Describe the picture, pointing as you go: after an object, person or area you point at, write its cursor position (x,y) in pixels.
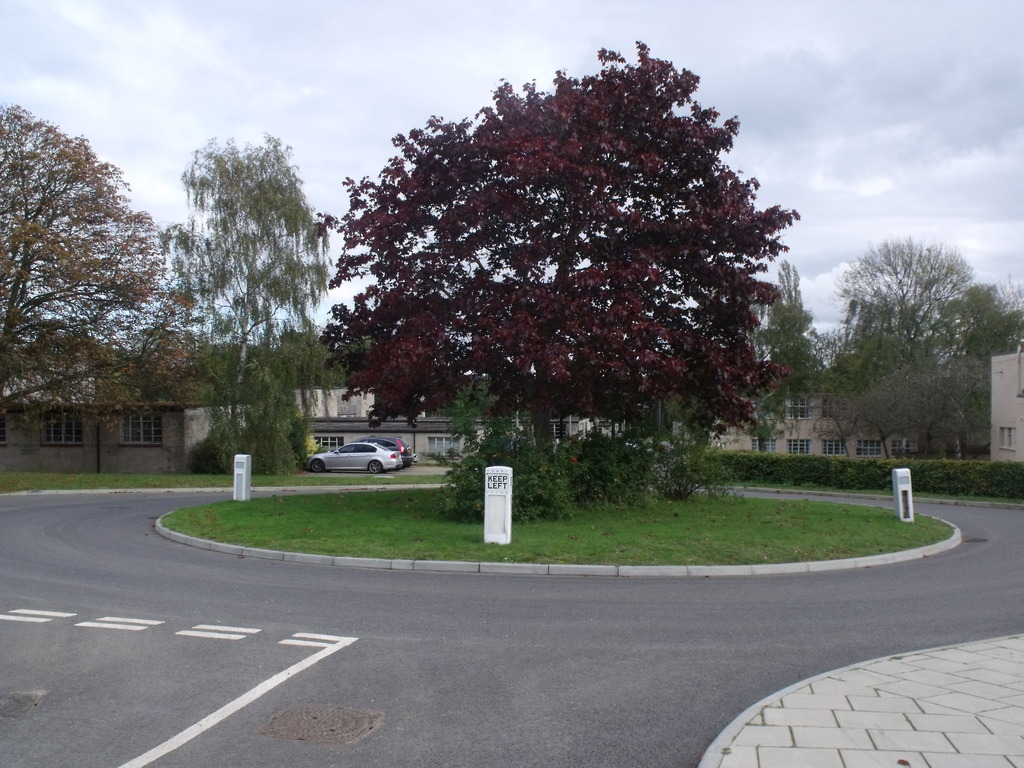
In this image, we can see the ground (931,512). We can see some grass (923,525) and white colored objects (904,487). There are a few trees (194,341) and vehicles (367,450). We can also see some buildings (823,436). We can see the sky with clouds (315,237).
